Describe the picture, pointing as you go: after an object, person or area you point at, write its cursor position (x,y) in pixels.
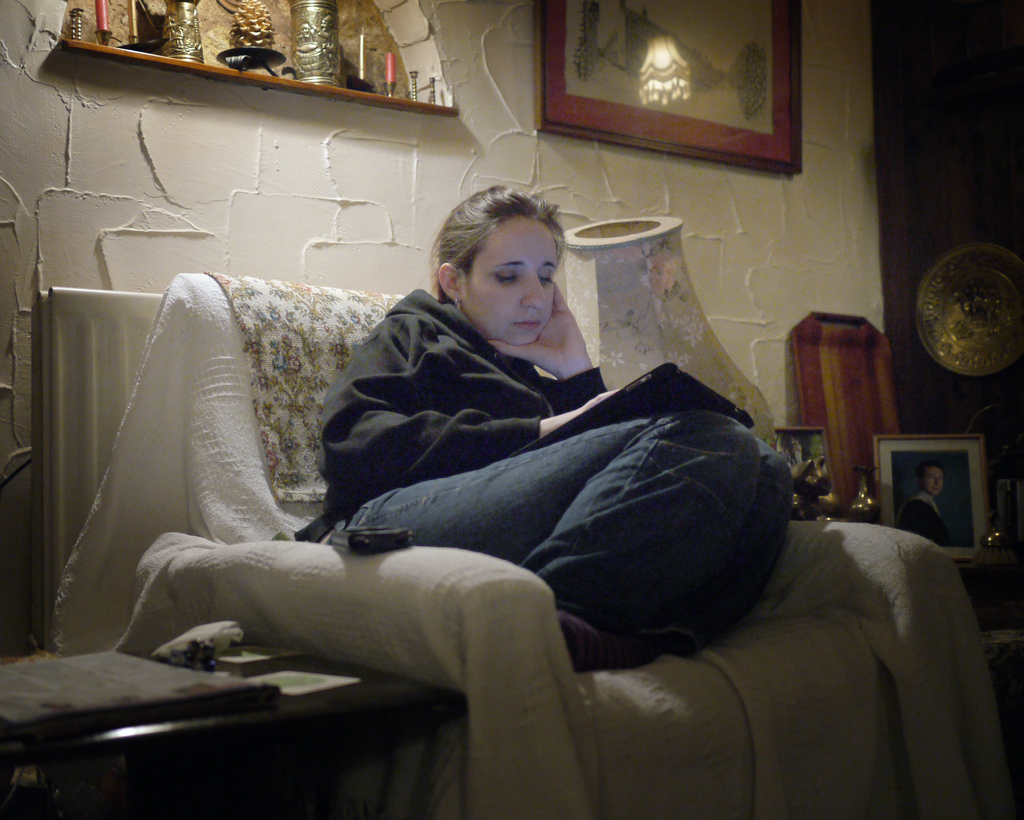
In the center (521,309) we can see one woman (477,348) sitting on the couch (523,764) and she is holding book (571,433). In the background (788,241) there is a wall (800,278), photo frame (742,153), table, plate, lamp (618,275), cloth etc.
